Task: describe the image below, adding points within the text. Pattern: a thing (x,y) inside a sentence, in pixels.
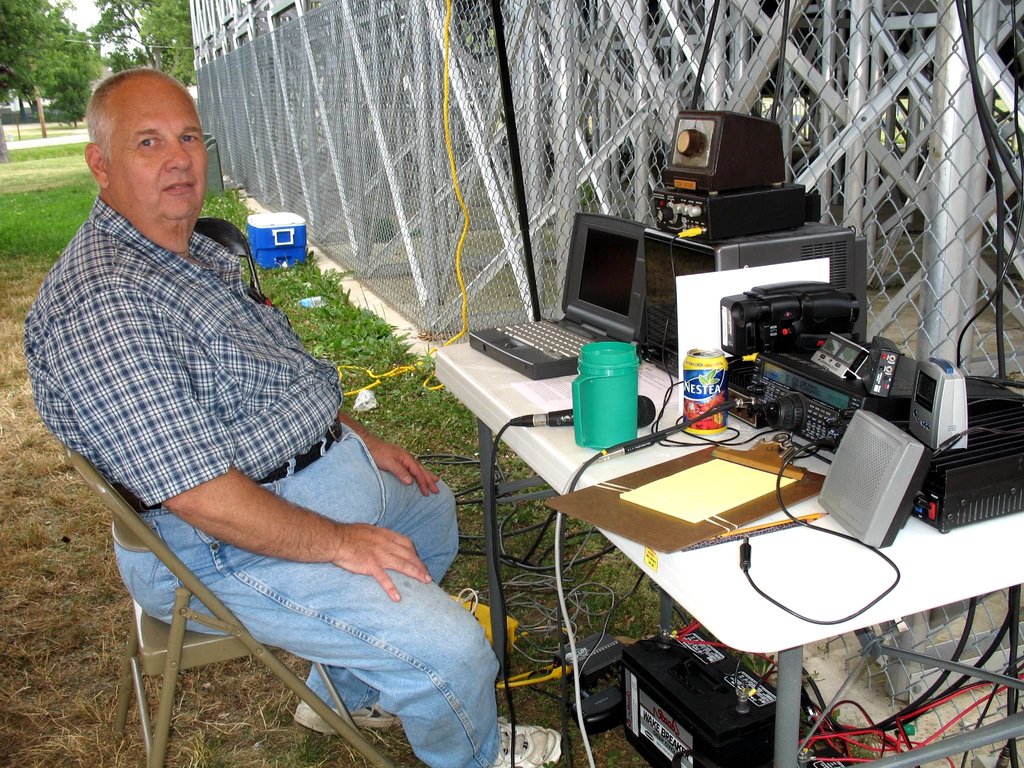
In the image we can see a man (234,420) sitting on a chair (152,538). In front of him there is a table (506,369), system (554,372), microphone (535,414), water jug (577,390), can (694,371) and gadget (726,308). This is a iron fencing (309,105) and there are many tree (68,57) and white sky (72,24).
